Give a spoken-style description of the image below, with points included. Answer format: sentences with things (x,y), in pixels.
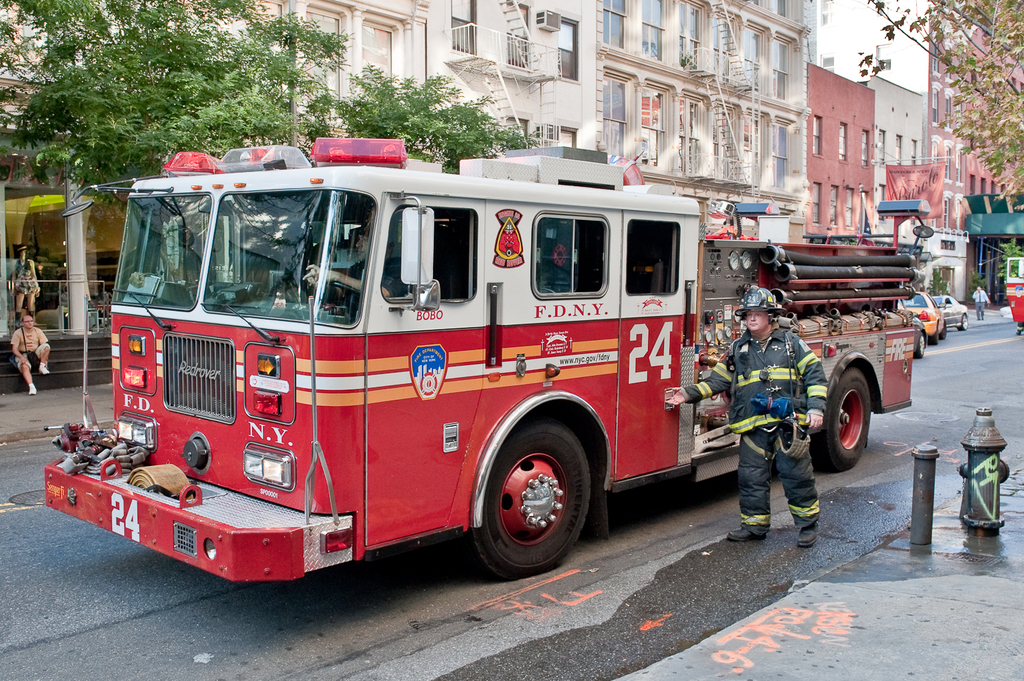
This image is taken outdoors. At the bottom of the image (373,609) there is a road (837,521) and there is a sidewalk (888,595). In the background (596,137) there are a few buildings (682,120) with walls (830,151), windows (717,148), staircases (731,144), railings (516,52) and balconies (695,70). There are a few trees (101,166). A few cars (959,308) are moving on the road (960,343) and a man (985,300) is walking on the road (938,348). On the left side of the image (33,287) a woman (35,303) is standing on the floor (50,320) and a man (20,348) is sitting on the stairs (7,386). In the middle of the image (443,429) a fire brigade (366,465) is parked on the road (456,583). There are many pipes (778,301). A man (775,346) is standing on the road (716,519). On the right side of the image (971,508) there is a hydrant (997,459) on the sidewalk (977,561).
